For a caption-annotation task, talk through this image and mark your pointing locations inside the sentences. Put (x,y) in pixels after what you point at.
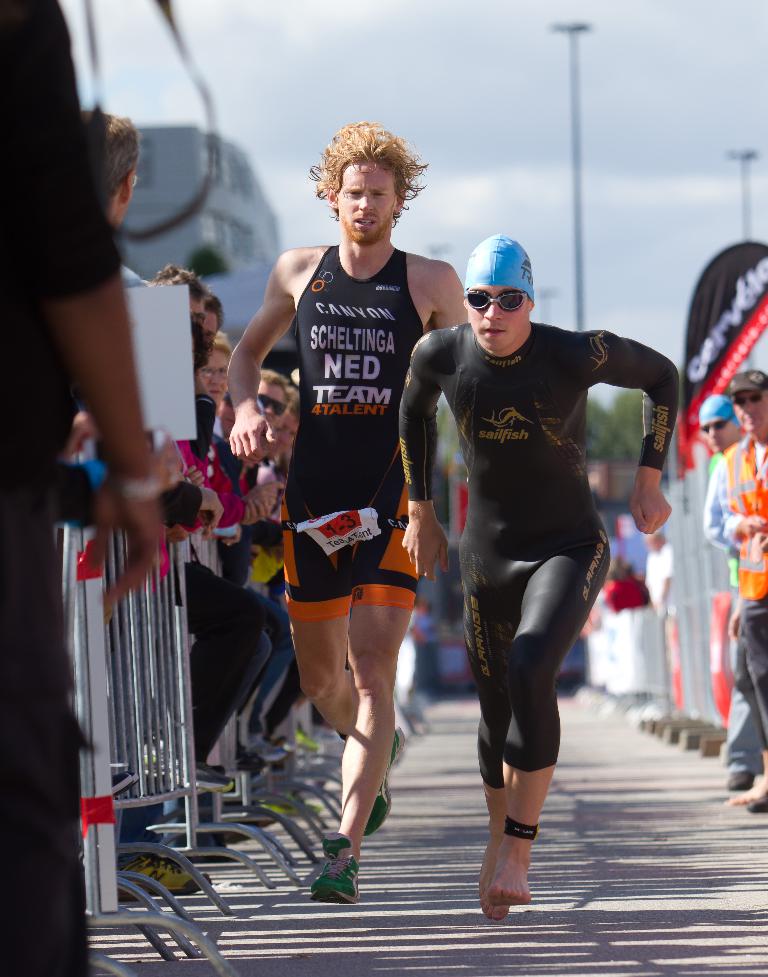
This image is taken outdoors. At the bottom of the image (554,893) there is a road (463,887). At the top of the image (344,75) there is a sky (466,94) with clouds (612,139). In the middle of the image (395,387) two men (442,385) are running on the ground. On the left side of the image (175,610) there is a railing (173,612) and a few people (50,446) are standing on the road (160,898). On the right side of the image (761,476) there are two poles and two men (741,749) are standing on the road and there is a board (707,363) with a text (721,343) on it.
